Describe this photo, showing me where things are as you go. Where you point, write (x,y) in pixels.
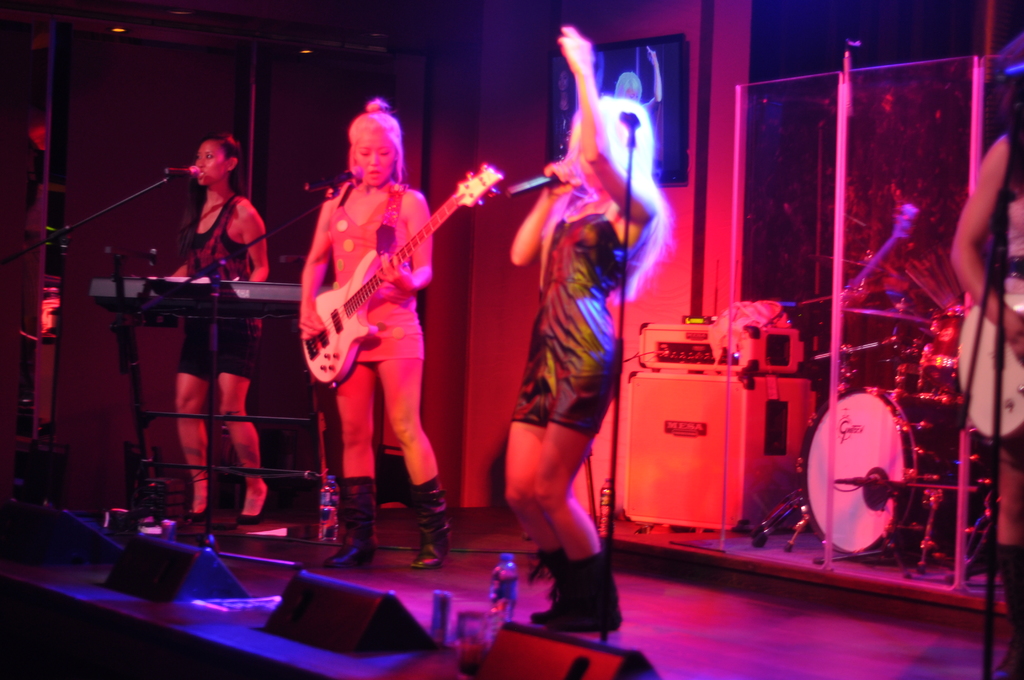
This is a music concert there are total four women (1008,503), first woman (224,275) is singing by playing a piano (250,283), second woman (377,168) is playing a guitar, the third woman (580,371) is singing, in the background (678,456) we can see few drums (856,442) and other instruments (749,423), a glass (843,79), in the middle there is a television (685,46) which is displaying their actions.
